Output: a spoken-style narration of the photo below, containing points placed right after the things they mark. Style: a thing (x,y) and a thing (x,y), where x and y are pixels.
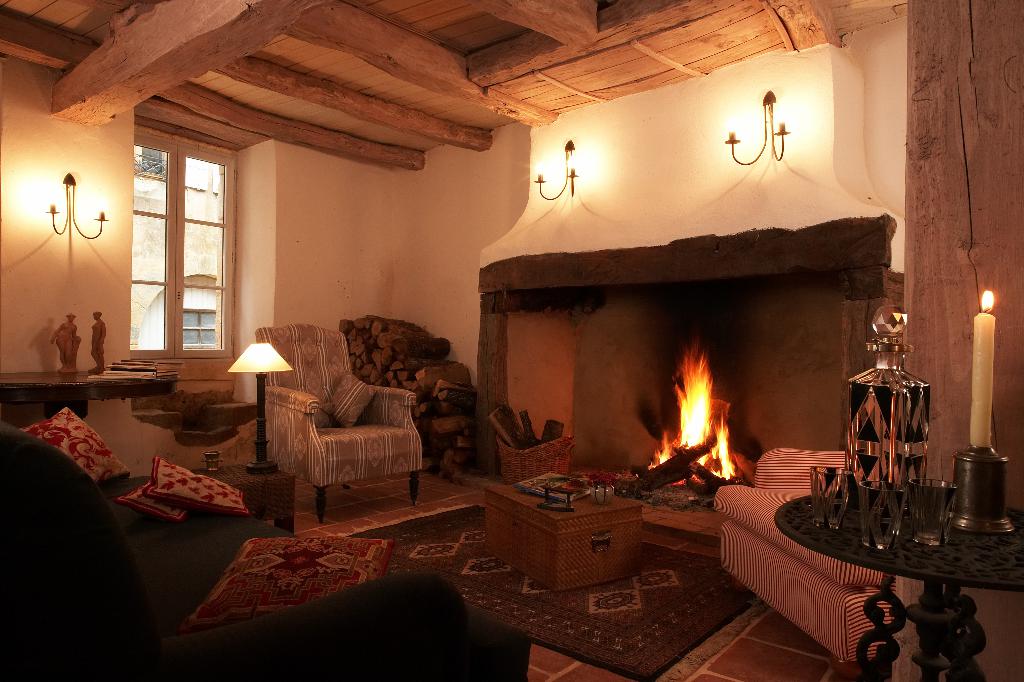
In this image we can see inside view of a room (297,477), in which we can see some chairs (412,462) and some wood logs (457,435) placed on the ground (389,523), we can also see a lamp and some objects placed on tables (582,533). On the right side of the image (884,436) we can see a candle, some glasses (943,502) and a bottle (884,449) placed on the table (928,565). On the left side of the image (133,367) we can see statues (99,363) and books (154,373). In the background (158,179), we can see some lights (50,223) on the wall (50,221) and window (206,224).
